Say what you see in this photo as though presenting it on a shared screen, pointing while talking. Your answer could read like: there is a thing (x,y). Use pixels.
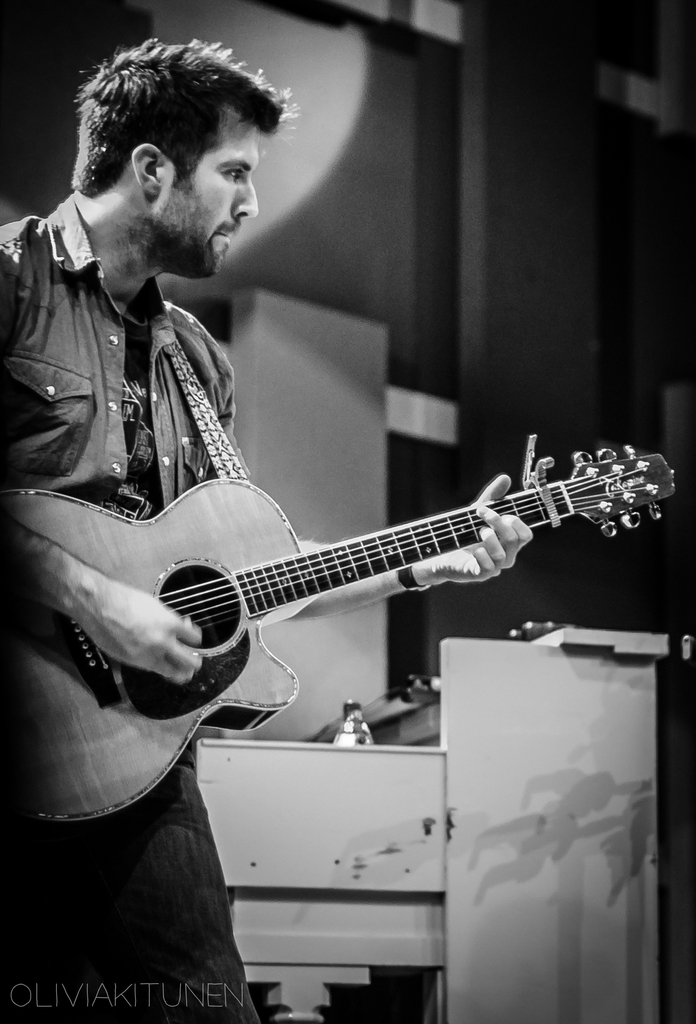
In this picture in the left side (128,836) there is a man (162,483) standing and holding a music instrument (283,570) which is in grey color, In the background (320,917) there is a white color desk (533,856) and there is a black color wall (490,212).
